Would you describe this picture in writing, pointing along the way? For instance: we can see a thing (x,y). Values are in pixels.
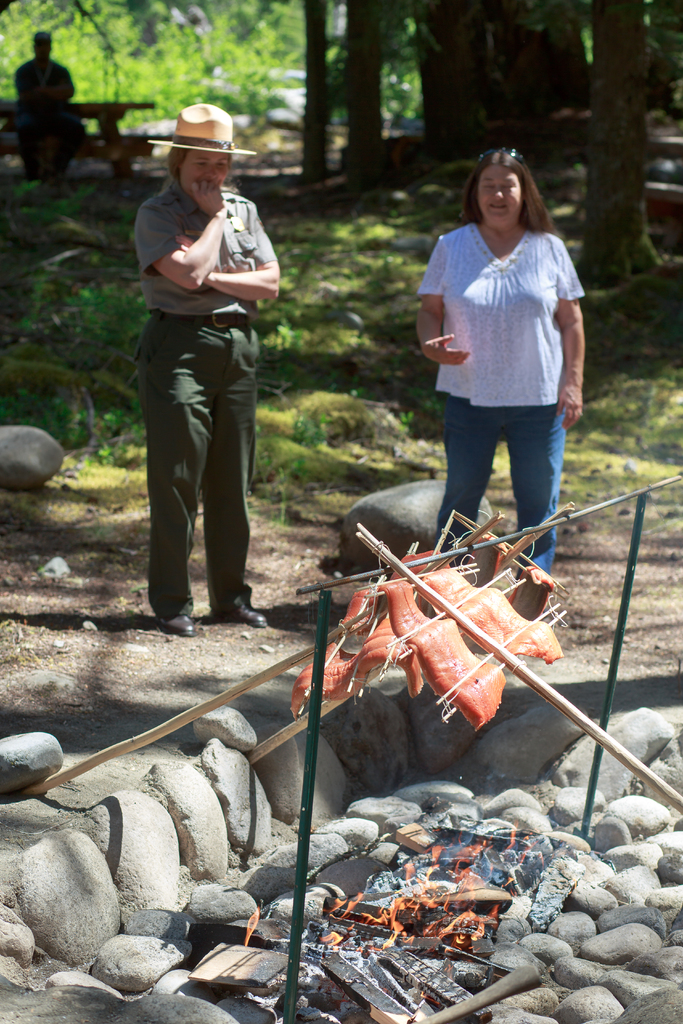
In the image we can see there are two people (483,376) standing and one is sitting, they are wearing clothes (169,427) and the left side person (193,419) is wearing shoes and a hat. Here we can see stones (406,723), flame (436,859) and meat (340,672). Here we can see the grass (376,446) and the background (113,71) is slightly blurred.
